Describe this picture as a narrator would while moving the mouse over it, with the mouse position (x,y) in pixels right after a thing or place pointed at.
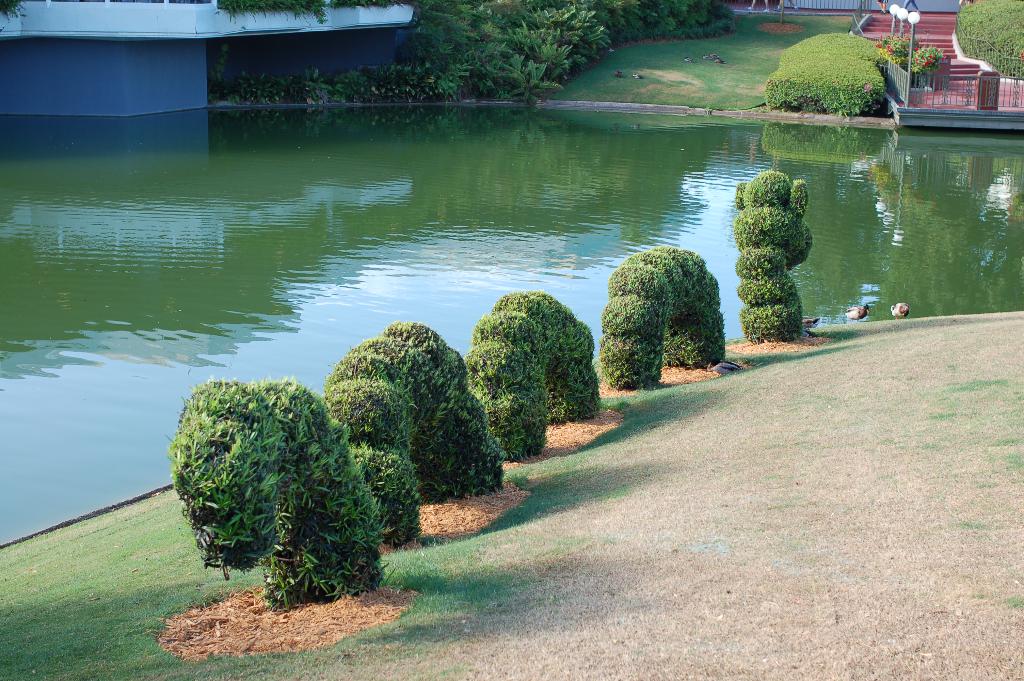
In this picture we can see the grass (846,484), plants (655,286), birds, water (798,273), steps (932,40), light poles (910,55), fences (839,4), wall (202,86) and some objects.
